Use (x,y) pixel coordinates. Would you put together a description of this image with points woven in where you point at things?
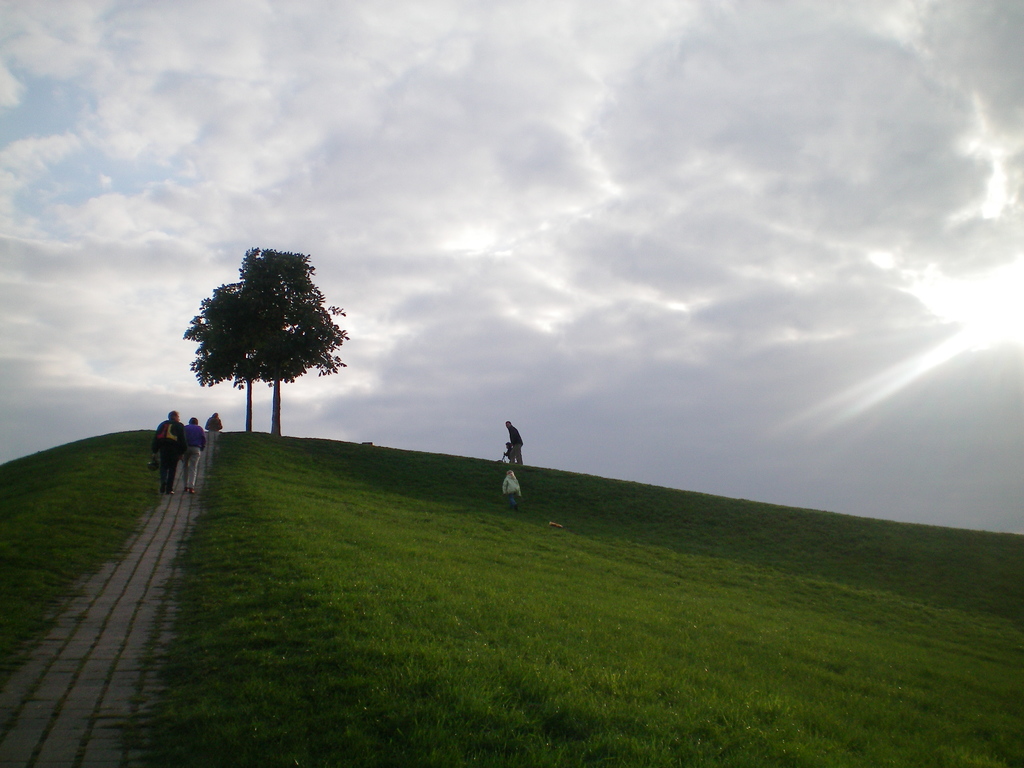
In this image I can see few people (167,464) are walking and few are holding bags (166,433). I can see few trees (280,412) and green grass (519,517). The sky (527,167) is in white and blue color.
